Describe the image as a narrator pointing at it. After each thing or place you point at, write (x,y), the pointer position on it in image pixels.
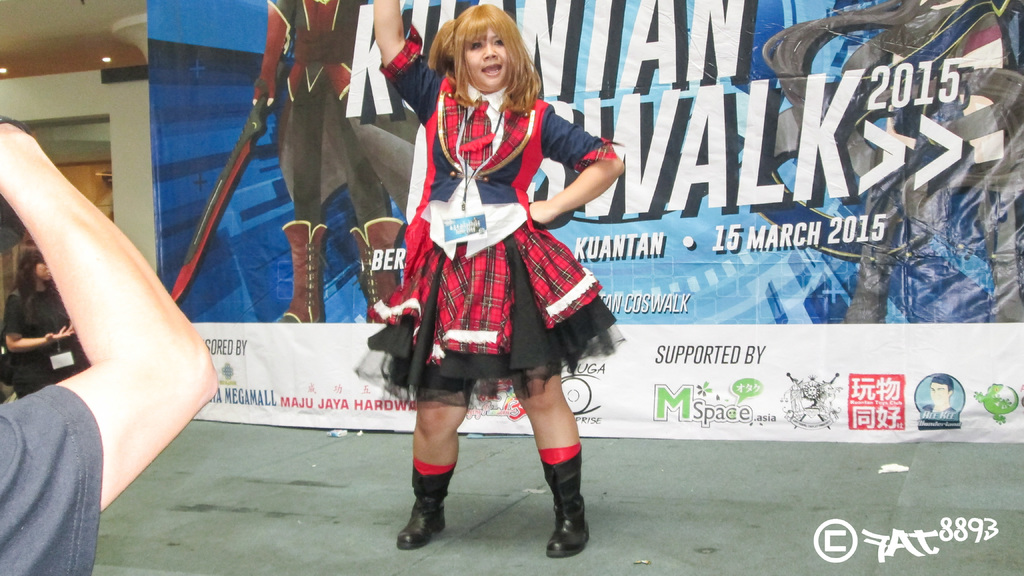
In the center of the image (425,260) there is a lady (422,425) wearing a red color dress (587,338). In the background of the image (570,111) there is a banner (326,197). There is persons hand (59,191) at the left side of the image (55,414).
